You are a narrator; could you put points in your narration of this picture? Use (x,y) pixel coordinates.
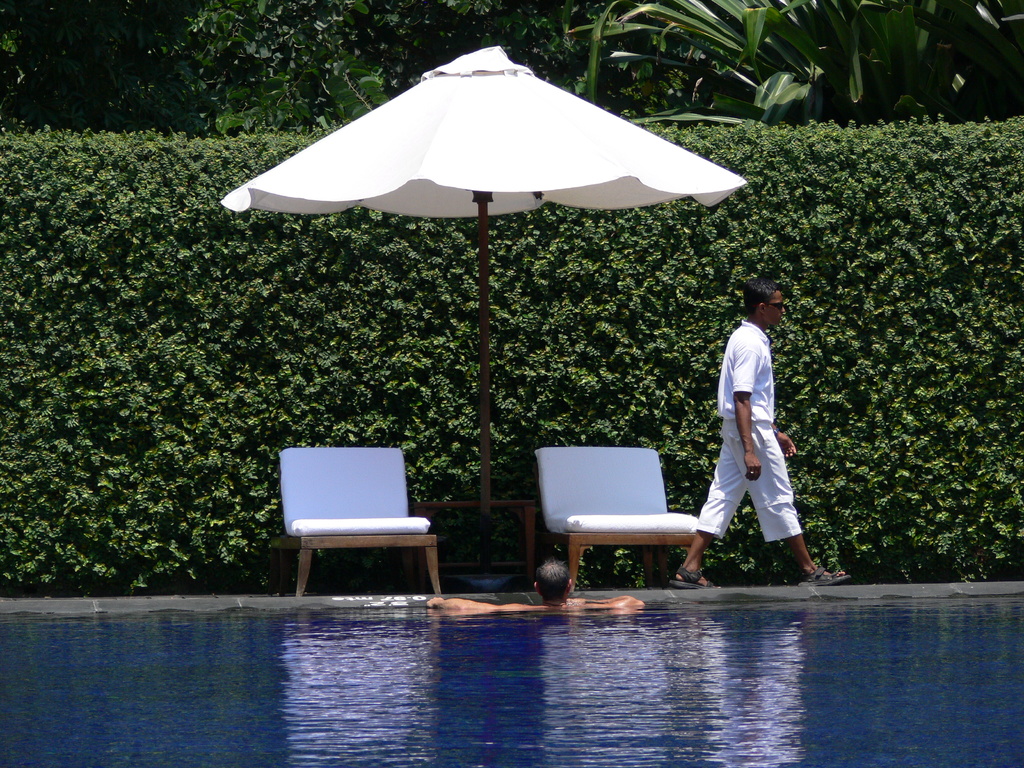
On the right (772,475) there is a man (773,535) walking on the platform (793,592) and a person (560,609) in the water (548,621). In the background (380,229) there are trees (51,82), plants (699,477), tent (551,132) and two chairs (626,479).
